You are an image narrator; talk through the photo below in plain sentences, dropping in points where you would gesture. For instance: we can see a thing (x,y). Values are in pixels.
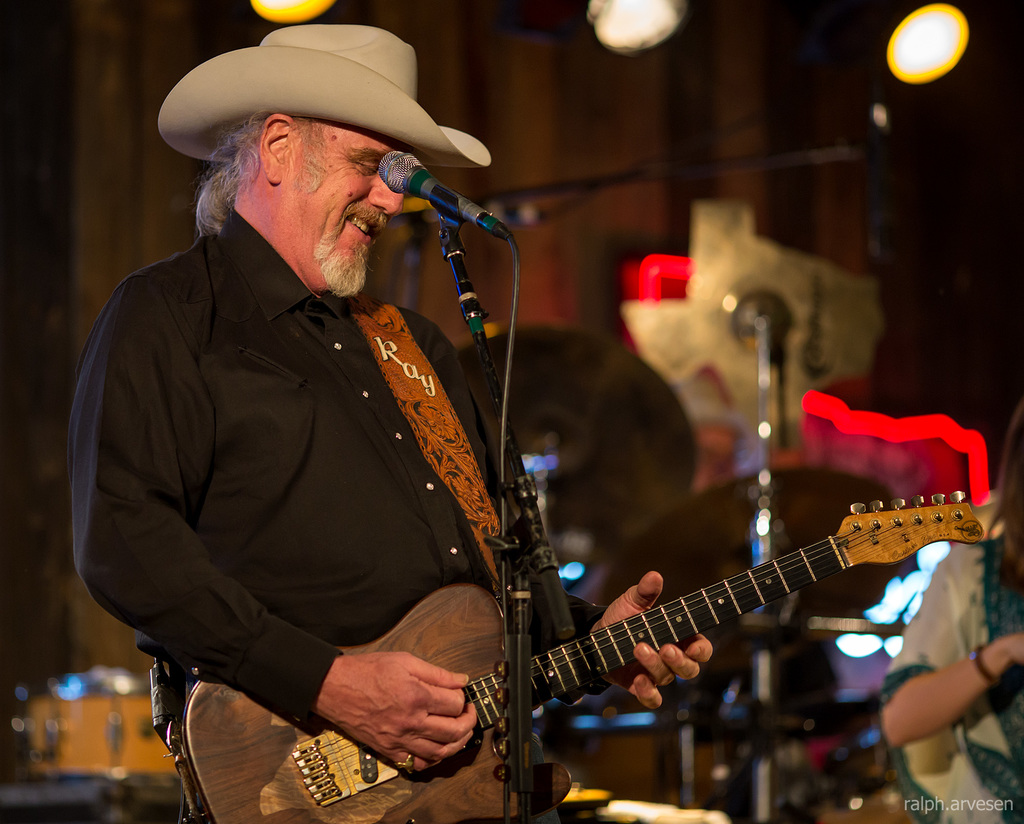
In this image I can see a man (293,269) is standing and holding a guitar (207,782). I can also see a smile (356,239) on his face (359,219) and he is wearing a cowboy hat (484,151). Here I can see a mic (393,162) in front of him and also I can see he is wearing black shirt (195,489).
